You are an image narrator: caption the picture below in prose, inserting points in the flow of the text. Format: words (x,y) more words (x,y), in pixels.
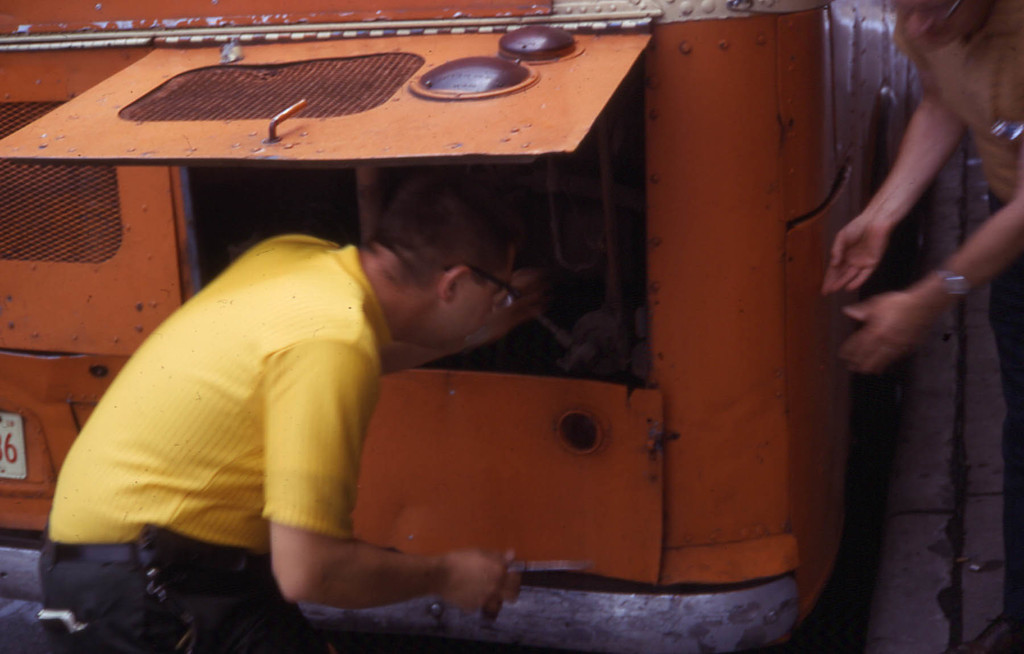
In this image I can see a man (220,436) wearing yellow color t-shirt (243,352) and looking at the engine (577,337) of a vehicle (632,236) which is in orange color. On the right side (1008,151), I can see another person (958,129) is standing and looking at this man (524,304). At the bottom of the image (889,556) I can see the ground (898,582).
